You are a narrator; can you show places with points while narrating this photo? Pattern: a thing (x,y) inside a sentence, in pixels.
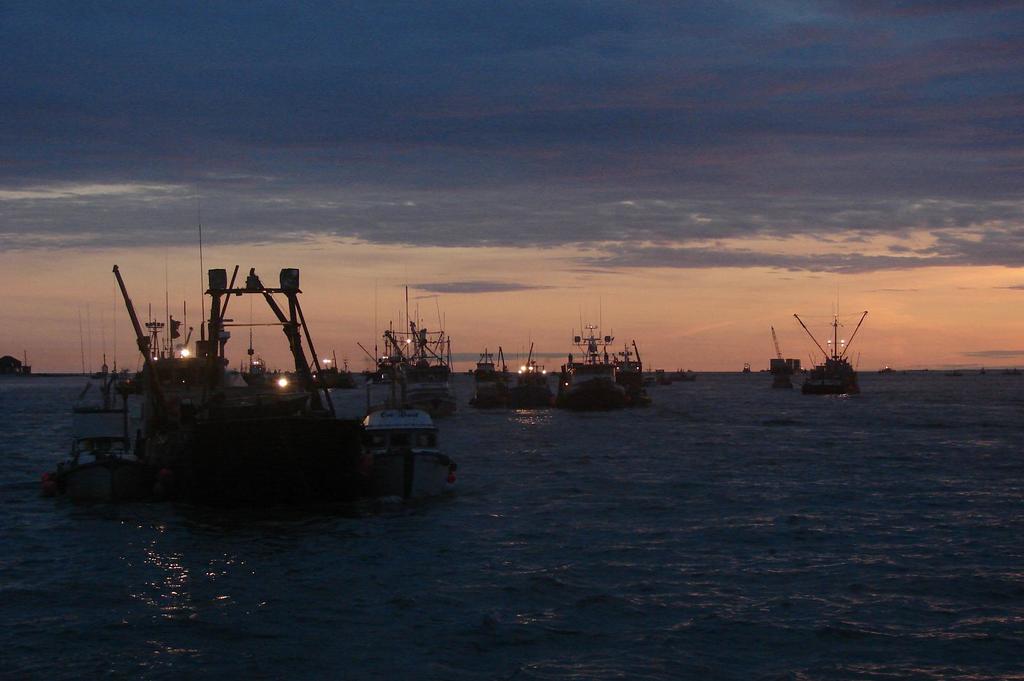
In the picture there is a water surface (488,417) and on the surface of the water (455,389) there are many boats (422,364) and ships (206,470) sailing on the water (489,434).
